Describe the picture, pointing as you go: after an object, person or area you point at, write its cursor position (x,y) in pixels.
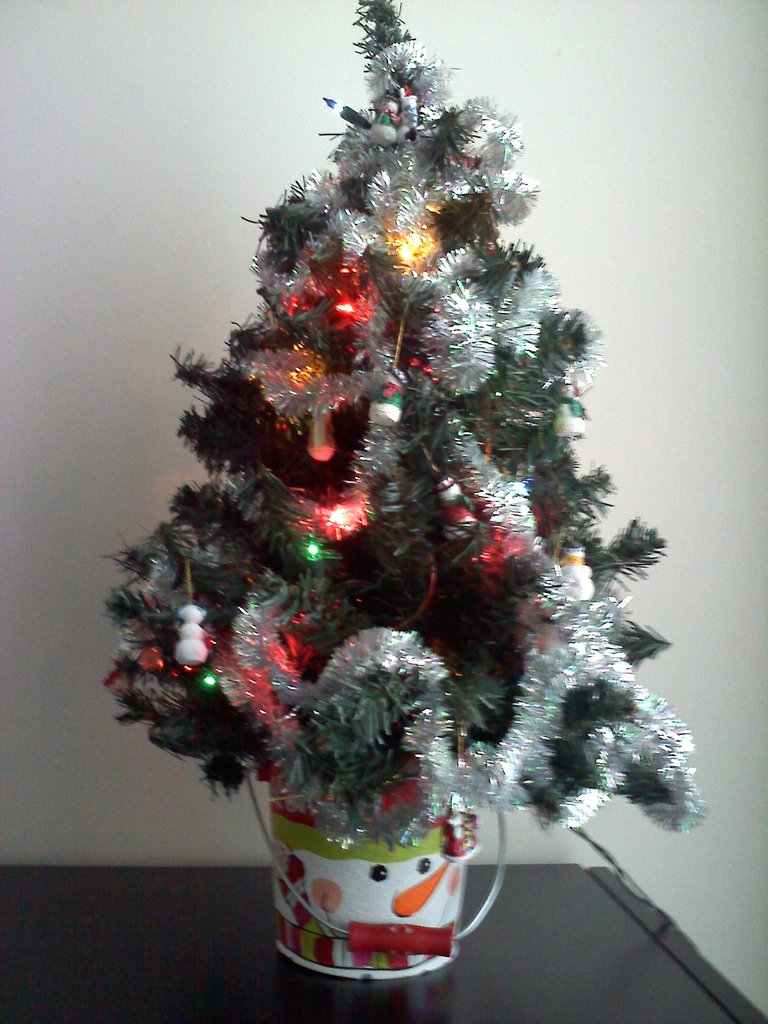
In this image there is a Christmas tree (390,608) on a platform (233,943), behind the tree (333,407) there is a wall (202,350).
